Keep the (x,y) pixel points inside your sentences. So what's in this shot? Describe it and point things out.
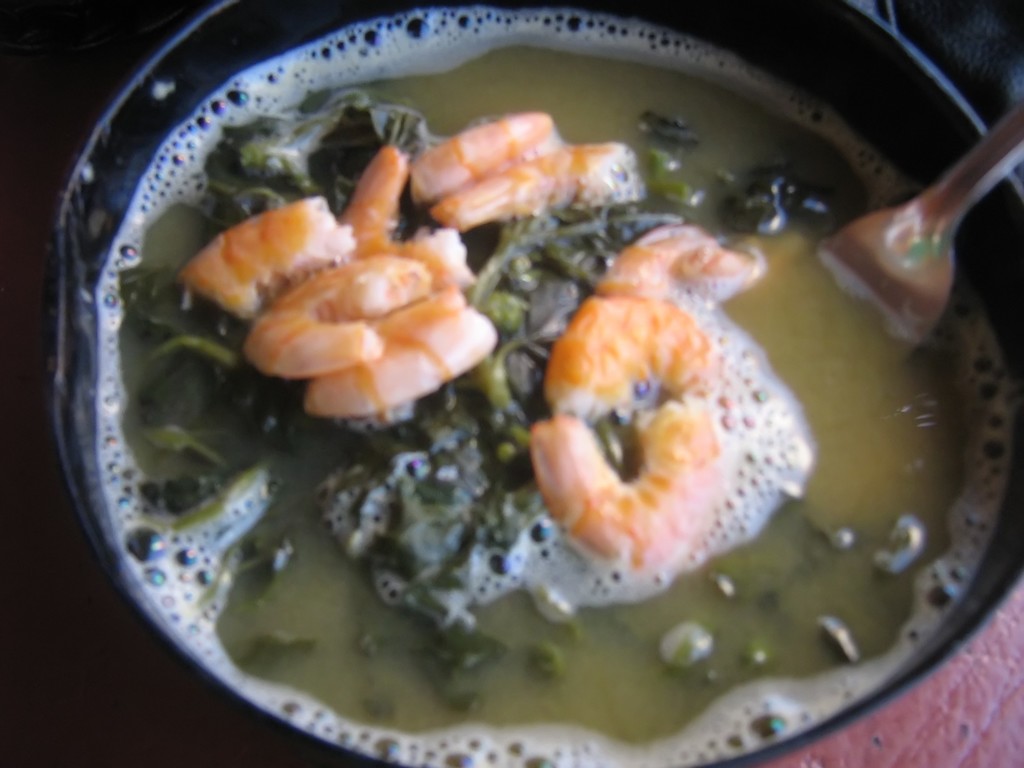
In the image in the center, we can see one pan (697,184). In the pan (669,147), we can see one spoon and some food items (640,123).
